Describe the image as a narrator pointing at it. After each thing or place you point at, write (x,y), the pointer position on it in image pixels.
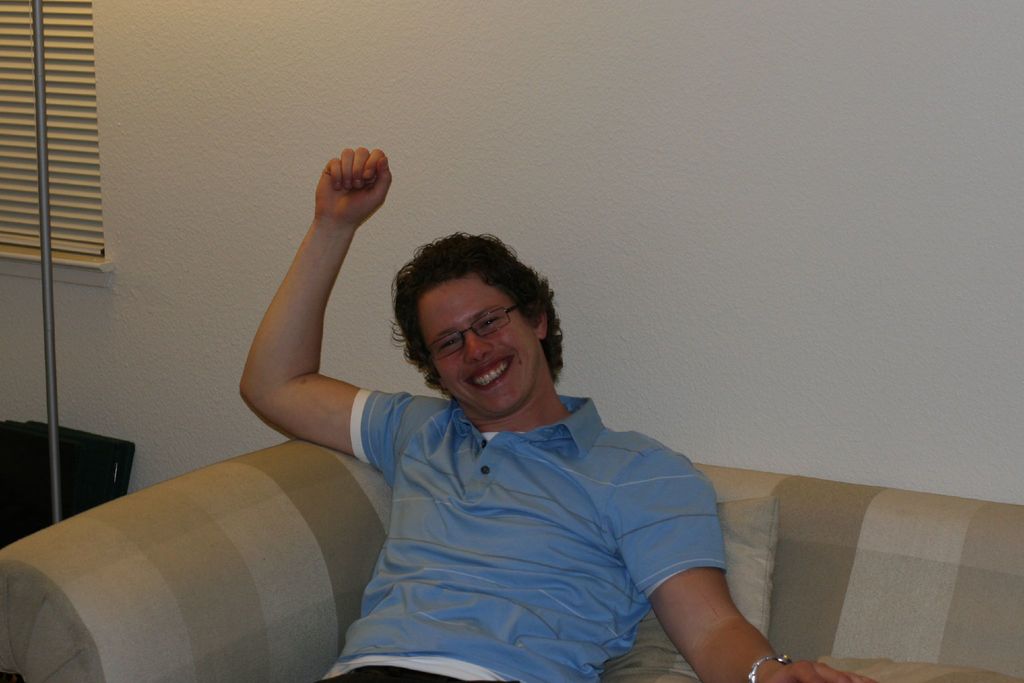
In this image we can see a person (497,502) wearing the glasses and sitting on the sofa (873,576) and smiling. We can also see the cushion (772,576), rod (37,25), window (68,72) and also the plain wall (751,211).
